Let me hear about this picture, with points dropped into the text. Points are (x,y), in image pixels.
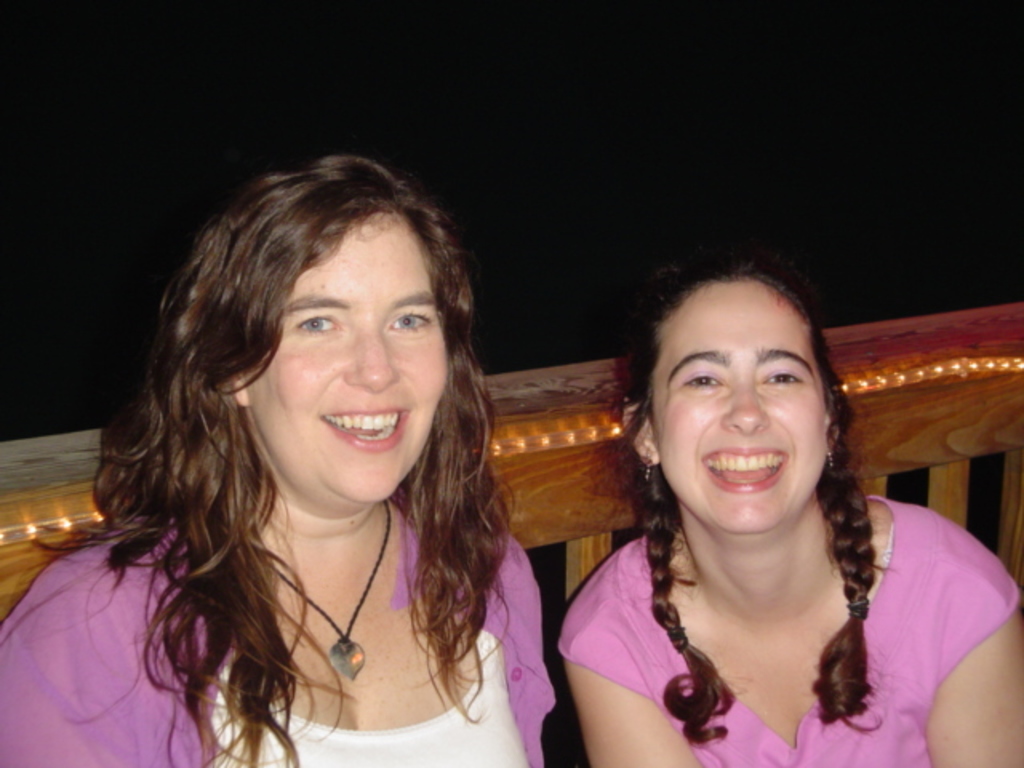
In the picture we can see a woman (508,711) and a girl (790,626) sitting beside her and smiling, they are wearing a pink dress (5,675) and behind them we can see a wooden railing (7,486) decorated with lights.
